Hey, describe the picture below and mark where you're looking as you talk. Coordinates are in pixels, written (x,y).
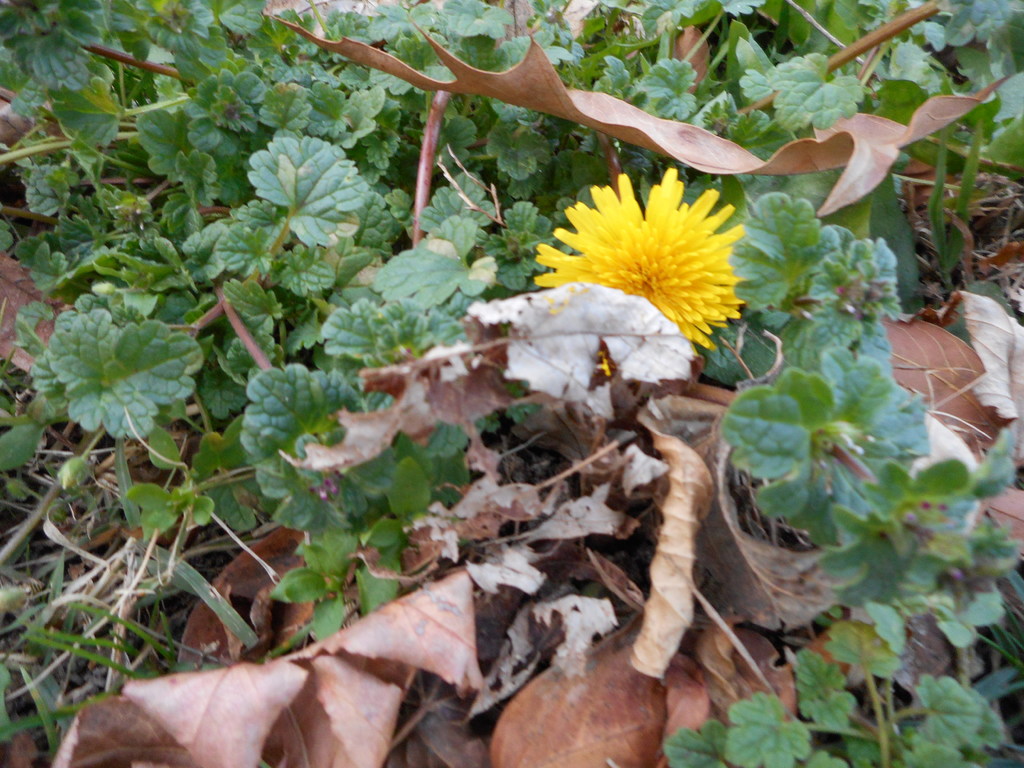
In this image, we can see plants (376,246), leaves (214,105) and there is a flower (588,250).
